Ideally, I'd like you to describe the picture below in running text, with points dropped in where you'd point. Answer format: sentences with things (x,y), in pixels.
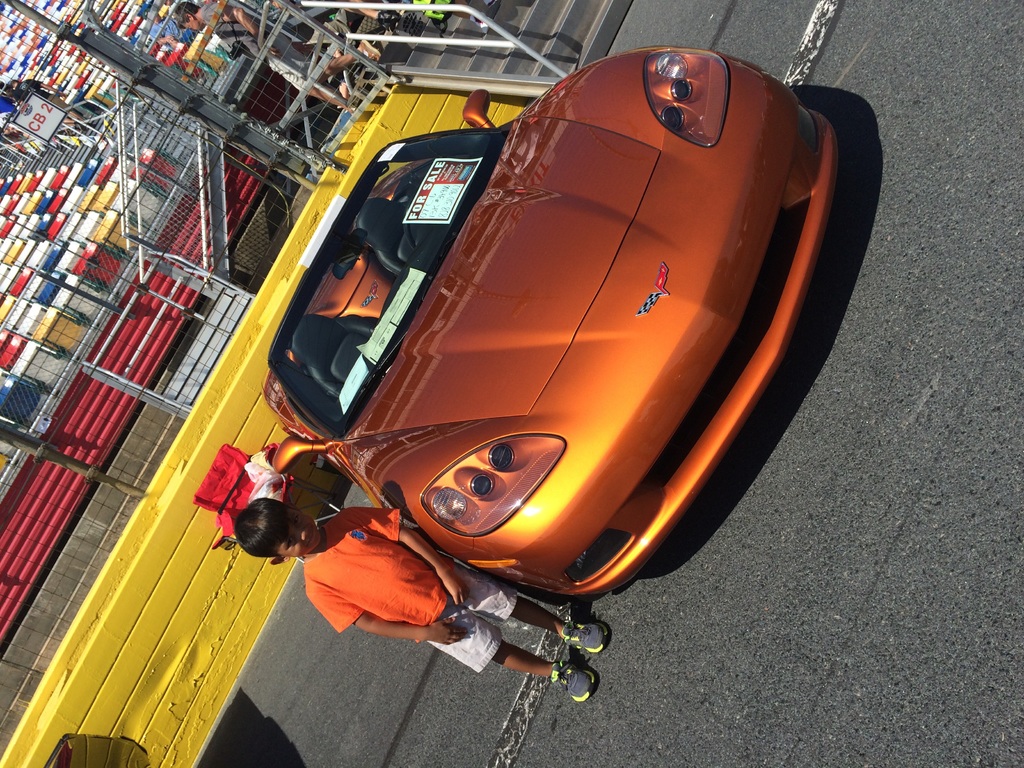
In this picture we can see a boy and a vehicle (639,562) on the road (723,546) and in the background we can see people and some objects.
